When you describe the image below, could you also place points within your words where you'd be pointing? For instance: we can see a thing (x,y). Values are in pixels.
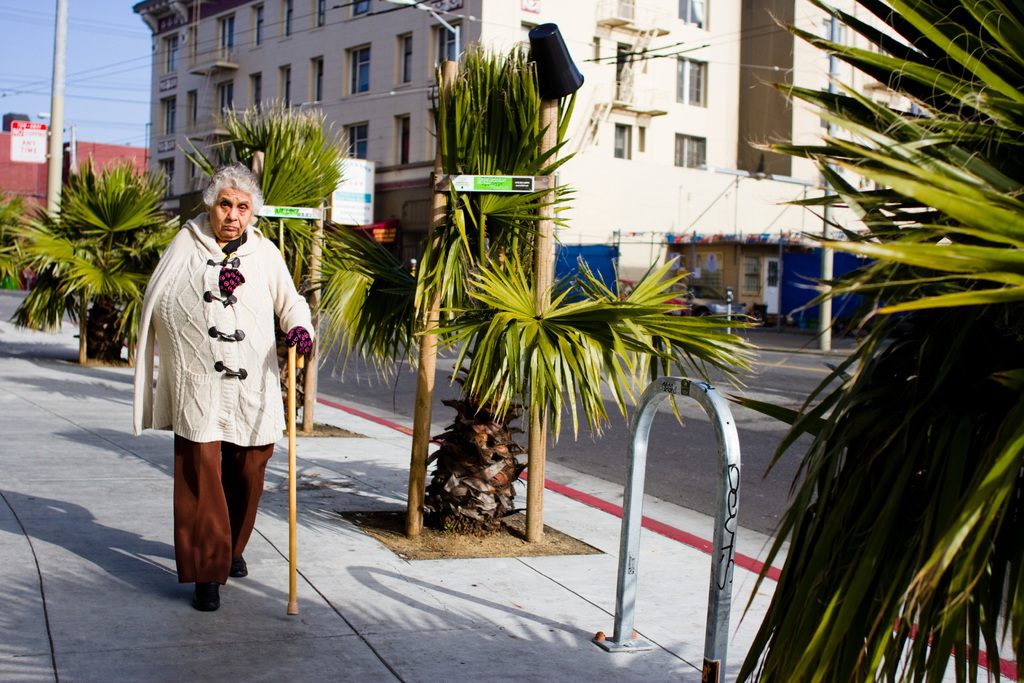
In this image I can see the person (198,369) with white and brown color dress (148,391) and the person (259,420) is holding the stick (292,392). To the side of the person (275,438) there are many plants (352,241) and poles (439,296). In the background (420,234) I can see the road (664,404), buildings (333,116) and the sky (103,112).
